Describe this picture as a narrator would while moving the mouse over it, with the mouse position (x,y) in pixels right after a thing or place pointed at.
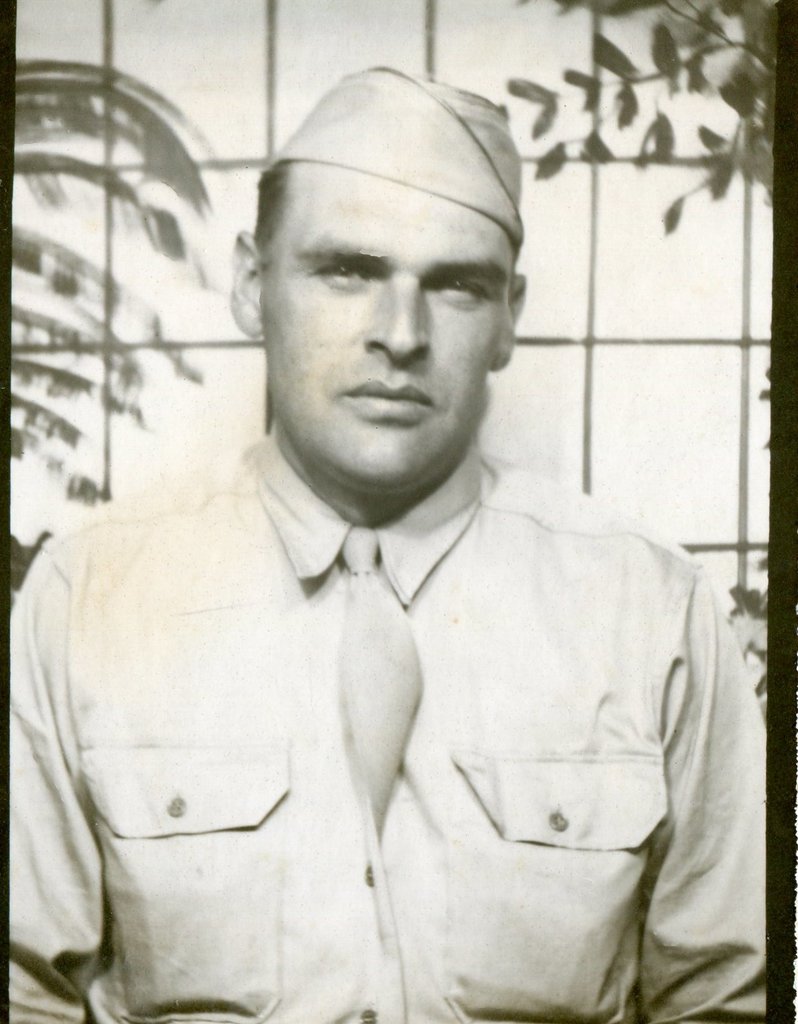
In this image we can see a person (313,558), there are plants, and the picture is taken in black and white mode.
